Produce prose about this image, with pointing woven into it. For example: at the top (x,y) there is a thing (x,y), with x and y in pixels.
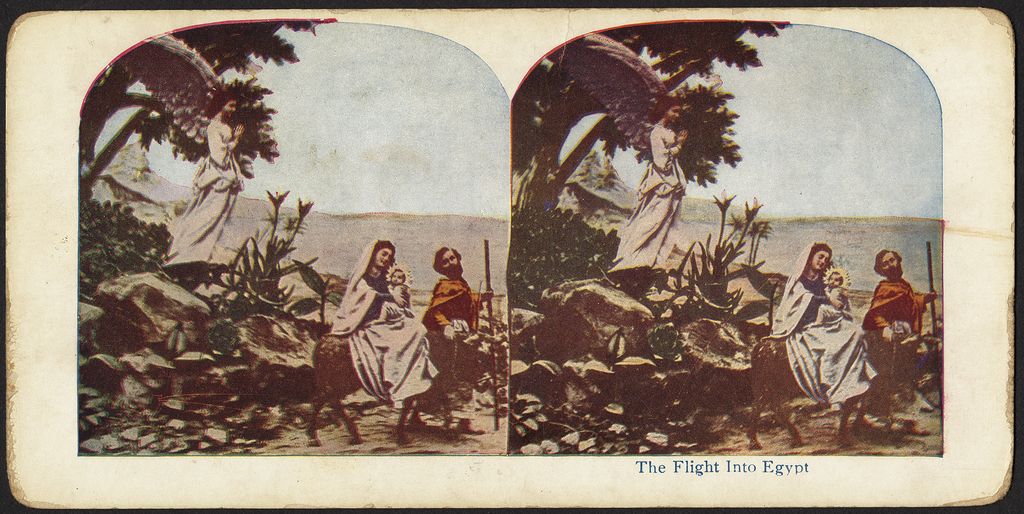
It is a painted image, in this a woman (419,362) is sitting on the animal (446,368) and a man (446,325) is walking on the floor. On the left side (218,99) there is another person (226,167) standing, this person (222,195) wore white color dress (220,219). There are trees (243,145) in this image.
